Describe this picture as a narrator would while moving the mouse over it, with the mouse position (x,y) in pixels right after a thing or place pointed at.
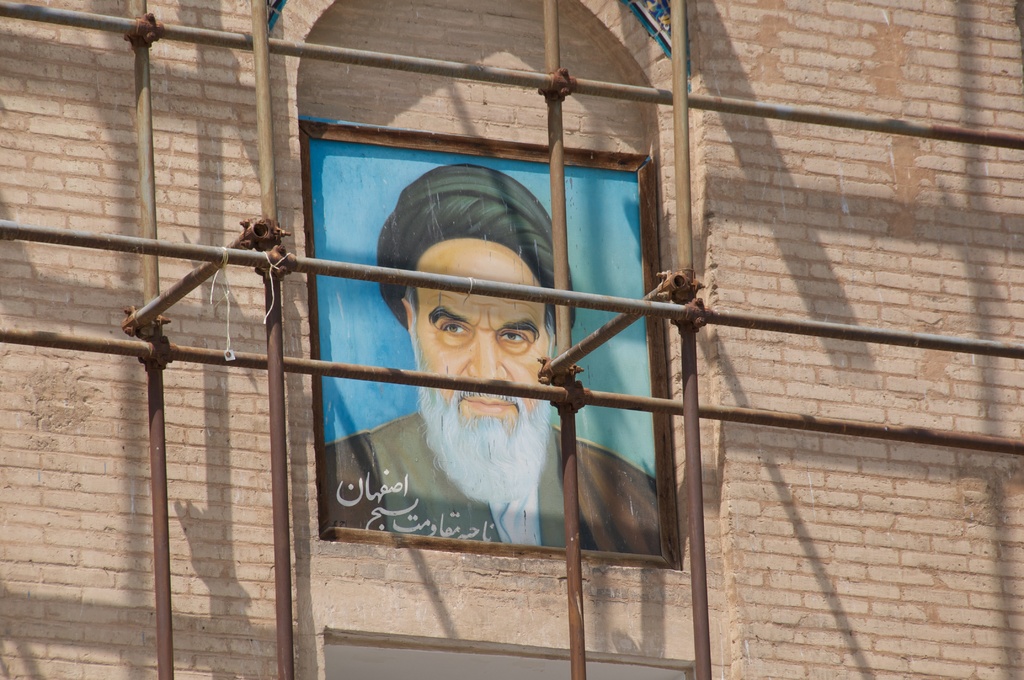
In this image we can see a wall (913,241). On the wall (251,549) we can see an image (434,397) of a person (492,216). In front of the wall (93,386) we have many poles (283,451).
